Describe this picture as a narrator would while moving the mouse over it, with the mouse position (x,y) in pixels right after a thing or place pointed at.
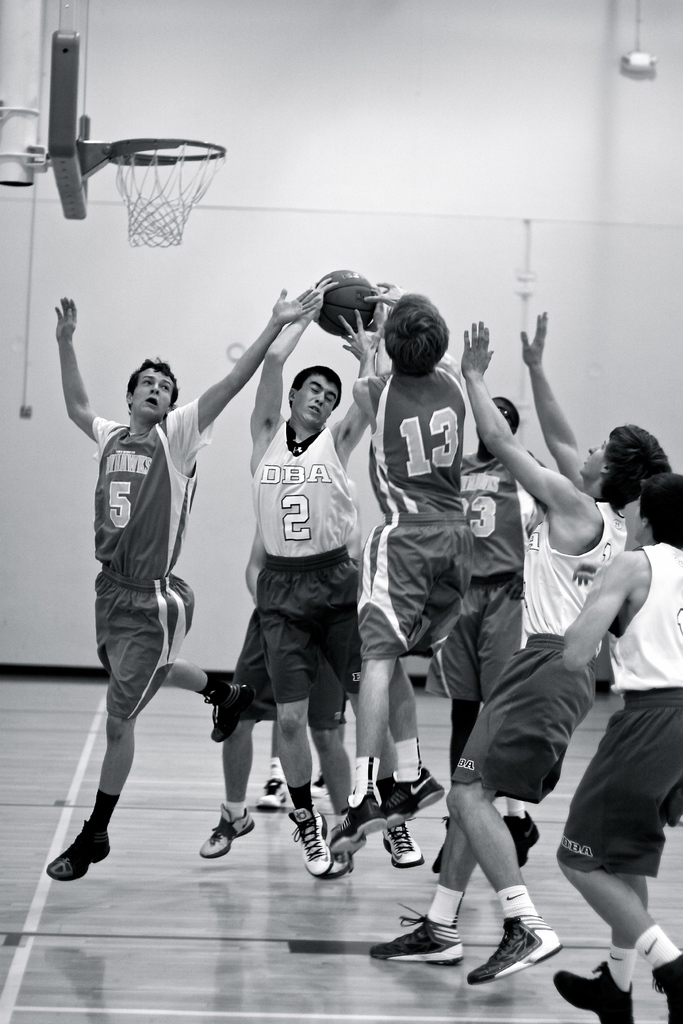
This is a black and white image and here we can see people (306,570) playing on the floor (326,884) and in the background (162,220), there is a hoop (162,161) and we can see a ball (339,288), rope (32,270) and an object (635,60) on the wall (603,230).
